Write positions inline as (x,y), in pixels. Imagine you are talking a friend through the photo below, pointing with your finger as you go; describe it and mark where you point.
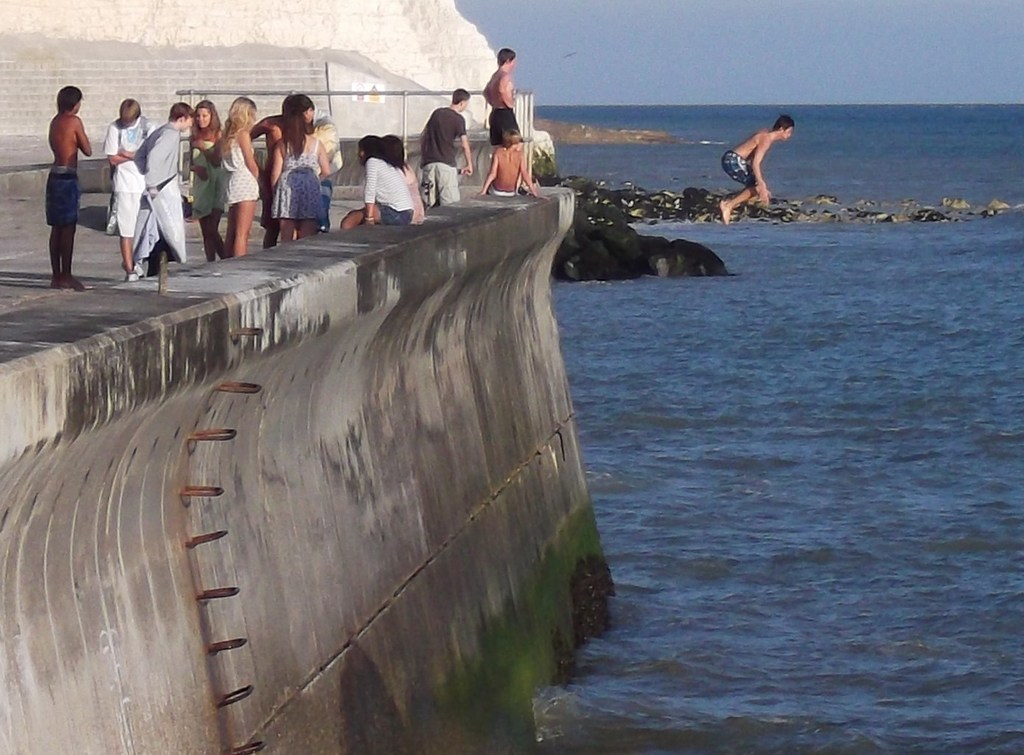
In this image we can see a group of people (287,135) are standing, there a man (759,158) is jumping, there is the water (767,314), there are rocks (715,206), there is sky (788,70) at the top (803,73).
